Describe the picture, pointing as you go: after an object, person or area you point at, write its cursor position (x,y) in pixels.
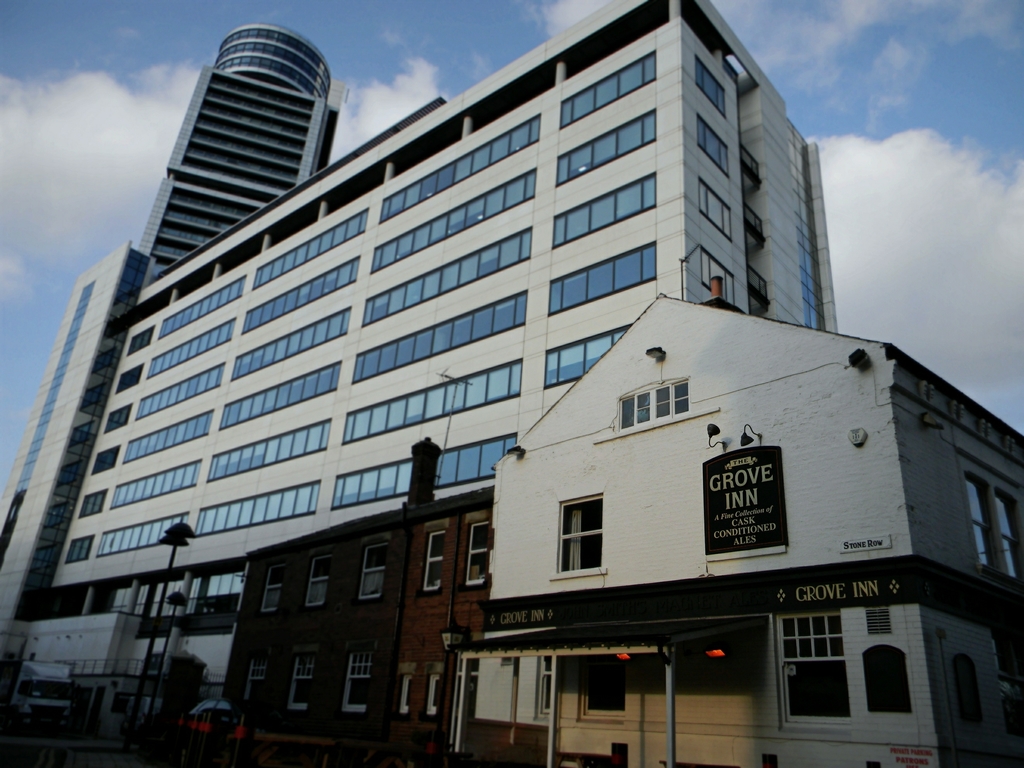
In this picture we can see buildings (575,610) with windows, poles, vehicles (20,710) and in the background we can see the sky (43,59) with clouds (870,187).
